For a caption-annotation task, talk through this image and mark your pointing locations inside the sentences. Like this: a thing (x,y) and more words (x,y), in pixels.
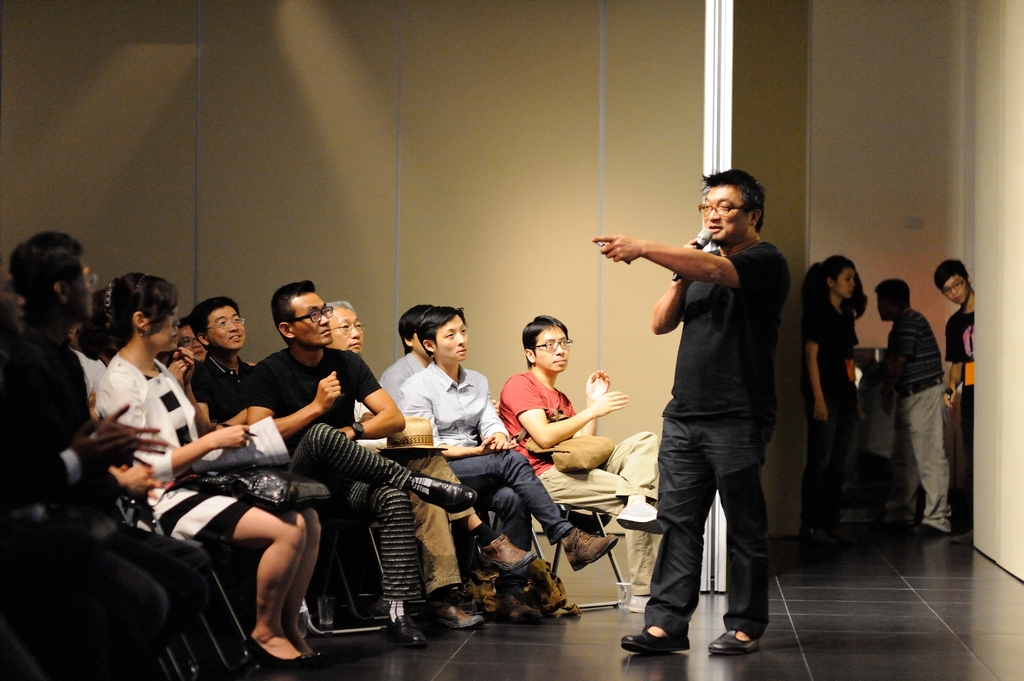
In this image we can see some people (385,528) sitting on chairs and there is a person (785,281) holding a mic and talking and on the right side of the image (916,314) we can see few people (923,401) standing.
